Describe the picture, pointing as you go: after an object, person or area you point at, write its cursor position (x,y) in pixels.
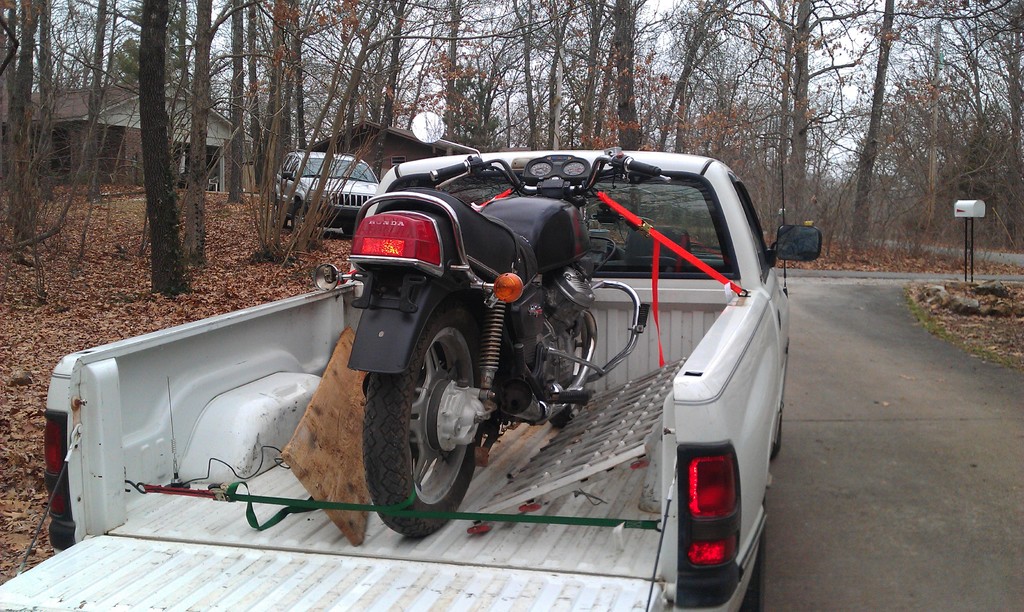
There is a truck (606,332) and a vehicle (580,386) is kept on the truck (701,469), around the road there are many tall trees (859,230) and on the left side (307,173) there is another vehicle (291,183), behind that there are two houses (117,115).
